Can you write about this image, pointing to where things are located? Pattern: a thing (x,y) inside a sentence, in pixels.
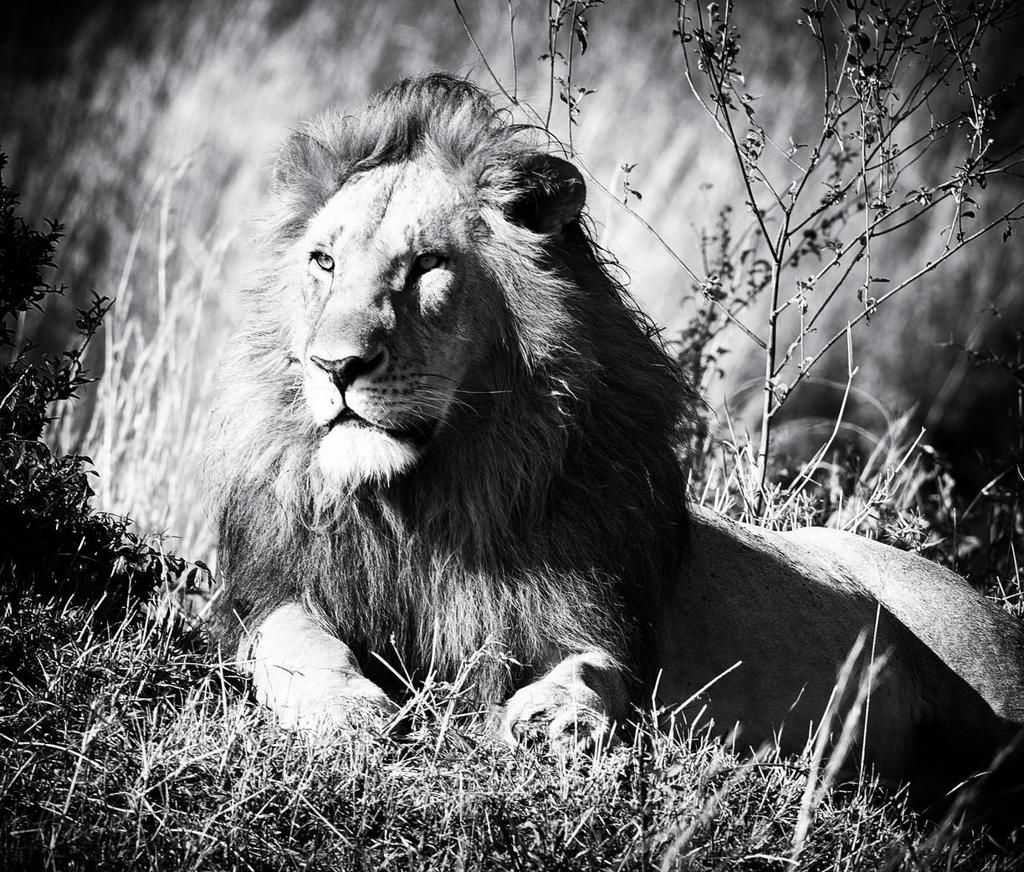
In the center of the image (498,453) a lion (498,453) is there. At the bottom of the image (229,784) grass (259,803) is present. In the background of the image (64,585) small plants (28,429) are there.
